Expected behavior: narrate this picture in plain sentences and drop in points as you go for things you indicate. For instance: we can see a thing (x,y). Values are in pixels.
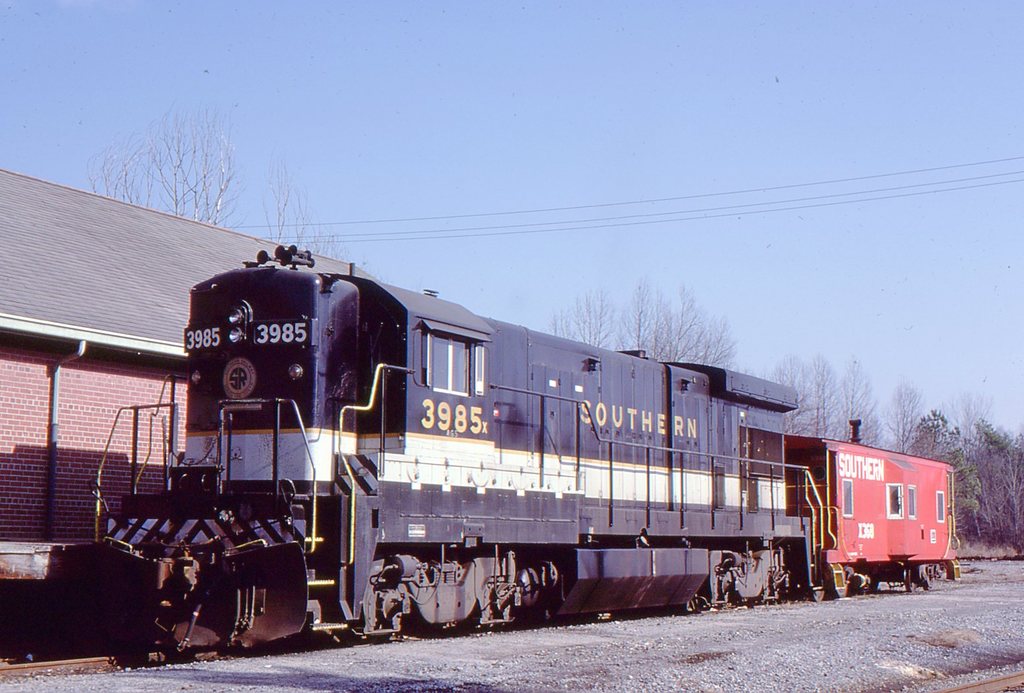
In this image we can see a train (448,552) on the track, there are some trees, stones (770,651), wires (642,201) and a building (88,292), in the background (770,92) we can see the sky (768,82).
